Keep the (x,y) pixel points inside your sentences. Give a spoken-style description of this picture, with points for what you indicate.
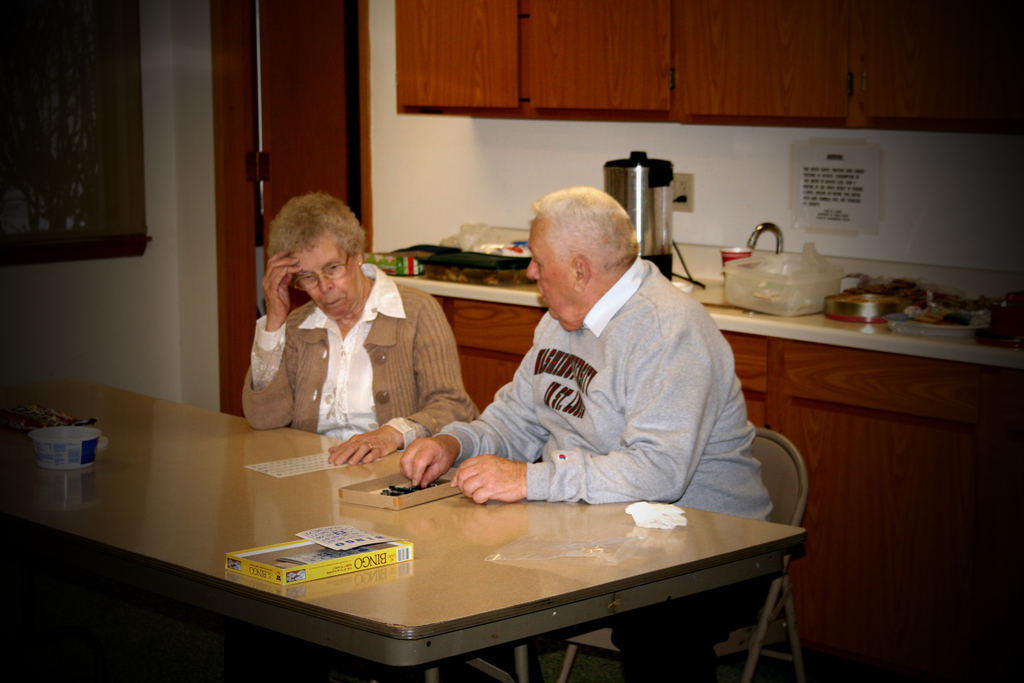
This picture is of inside the room (938,512). In the foreground (620,419) we can see a man (625,363) and a woman (398,322) sitting on the chairs (773,442). There is a table (246,435) and a box (309,555) placed on the top of the table (488,571). In the background (949,220) we can see a wall (937,168), a door (327,72), a cabinet (899,355) on which some items (654,202) are placed.
